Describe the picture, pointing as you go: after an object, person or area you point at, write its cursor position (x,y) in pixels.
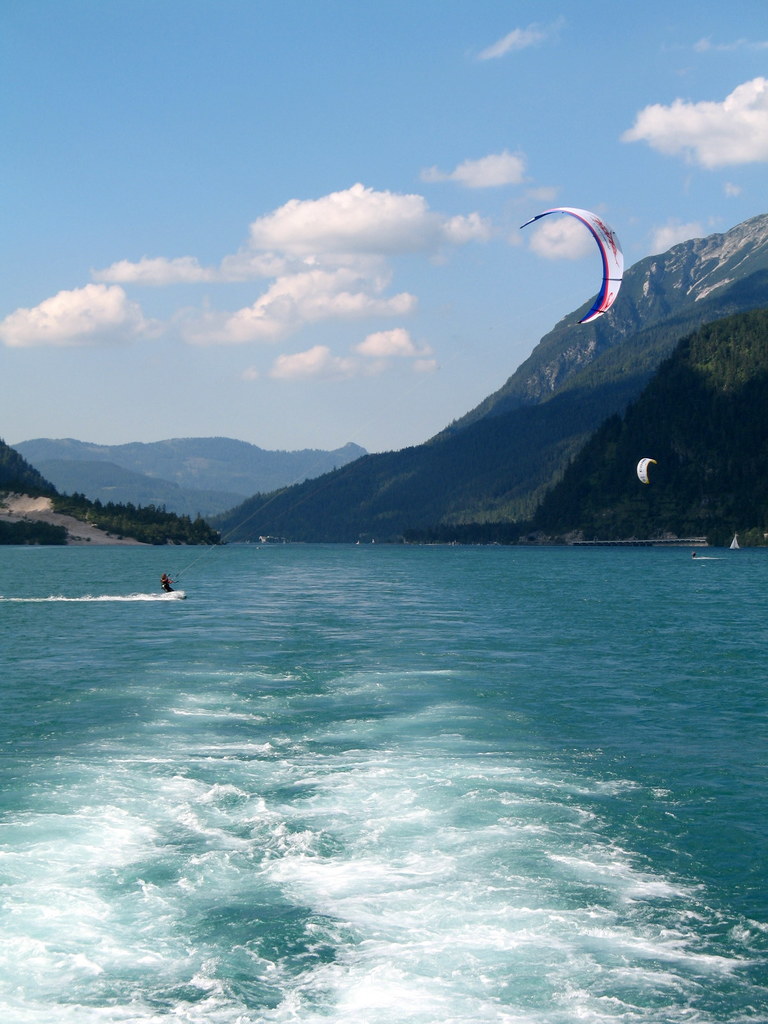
In this image I can see a person (163,577) surfing in the water (186,614) using a parachute (612,287) which is white, red and blue in color. In the background (197,447) I can see few mountains (234,461), few trees (624,490), a parachute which is white in color and the sky (280,199).
